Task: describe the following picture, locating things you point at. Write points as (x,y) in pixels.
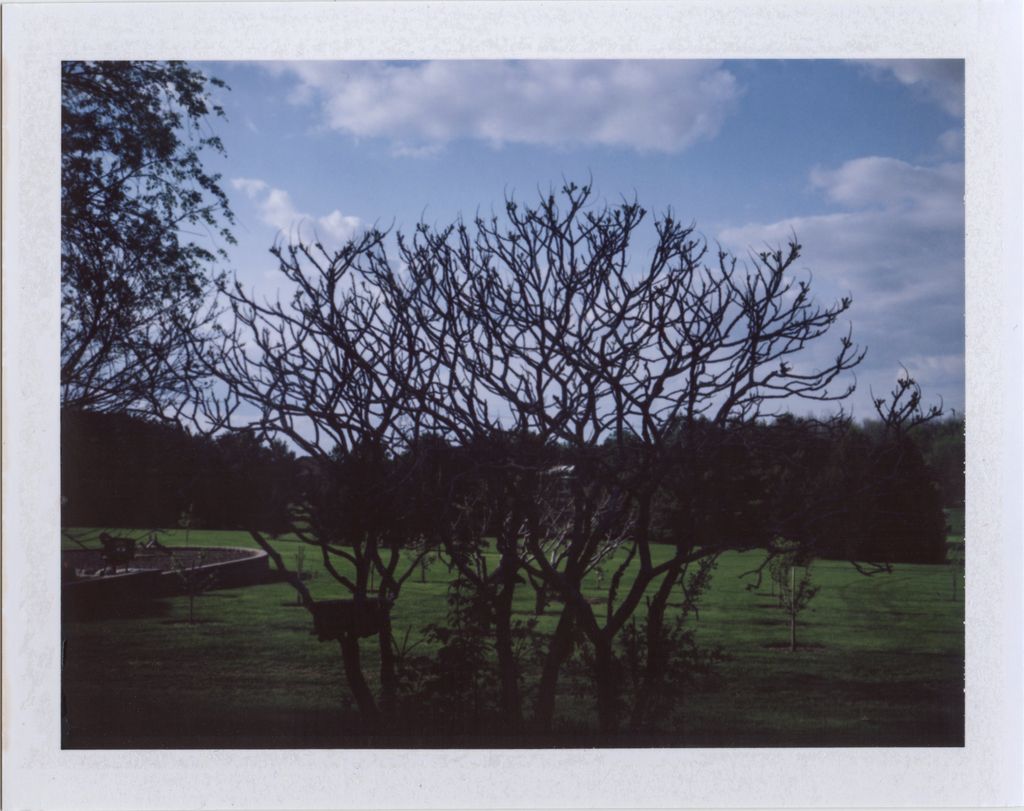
In this picture we can see trees (397,430), grass (924,613) and some item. Behind the trees (562,492) there is a sky (485,222).
